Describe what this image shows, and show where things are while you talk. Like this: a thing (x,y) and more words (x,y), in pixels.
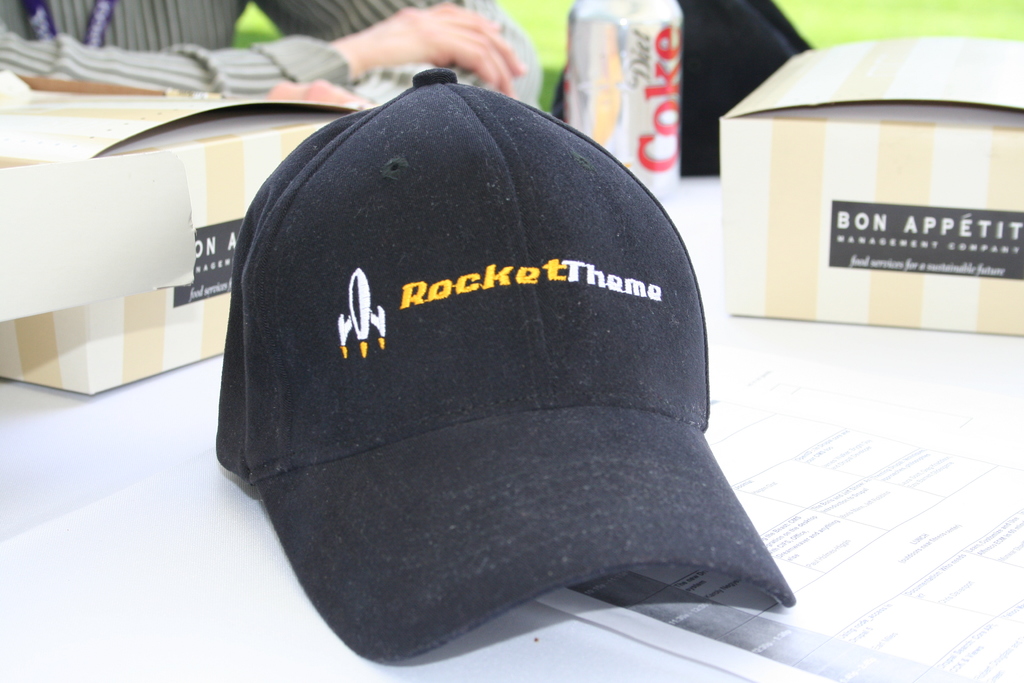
In the picture I can see a black color cap (685,374) in the middle of the image (591,265) and it is on the table (552,630). I can see a paper (884,474), two stock boxes (839,103) and a coke tin (609,133) are kept on the table (935,355). I can see the hands (408,35) of a person (408,35) on the top left side (326,93).
